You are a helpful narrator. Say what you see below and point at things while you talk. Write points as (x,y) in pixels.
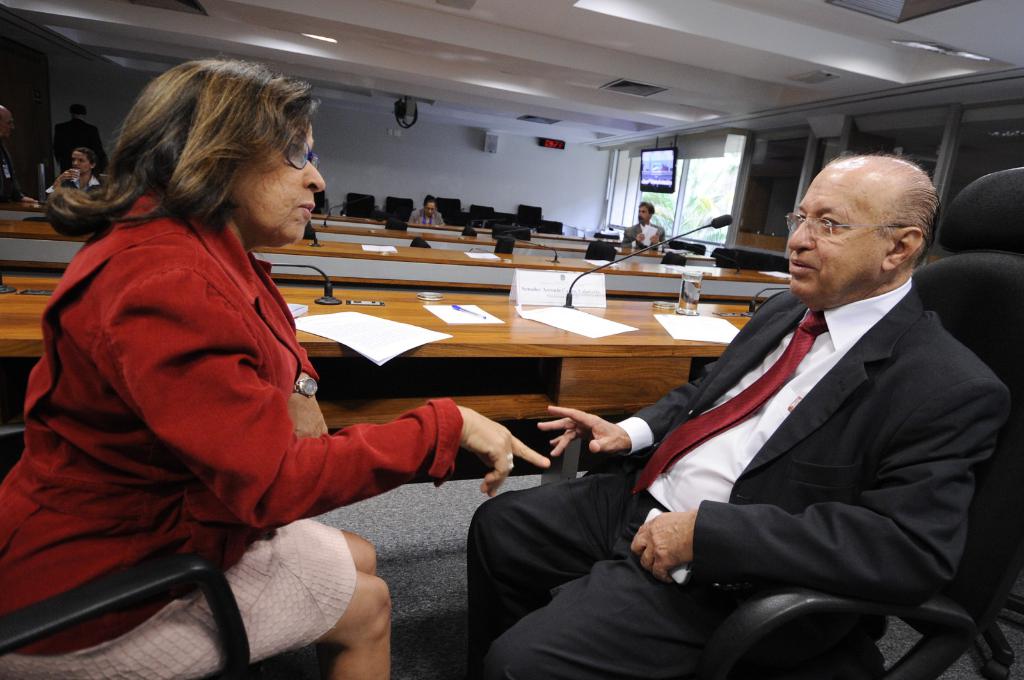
This image consists of two persons (711,452) in the front (676,555), the woman (155,656) is wearing a red jacket (228,455). The man (795,440) is wearing a black suit (796,505). At the bottom (398,507), there is a floor mat (432,637). In the middle (656,283), there are tables (384,254). In the background (10,156), there are few persons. At the top (448,46), there is a roof (342,72). On the right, we can see a screen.
